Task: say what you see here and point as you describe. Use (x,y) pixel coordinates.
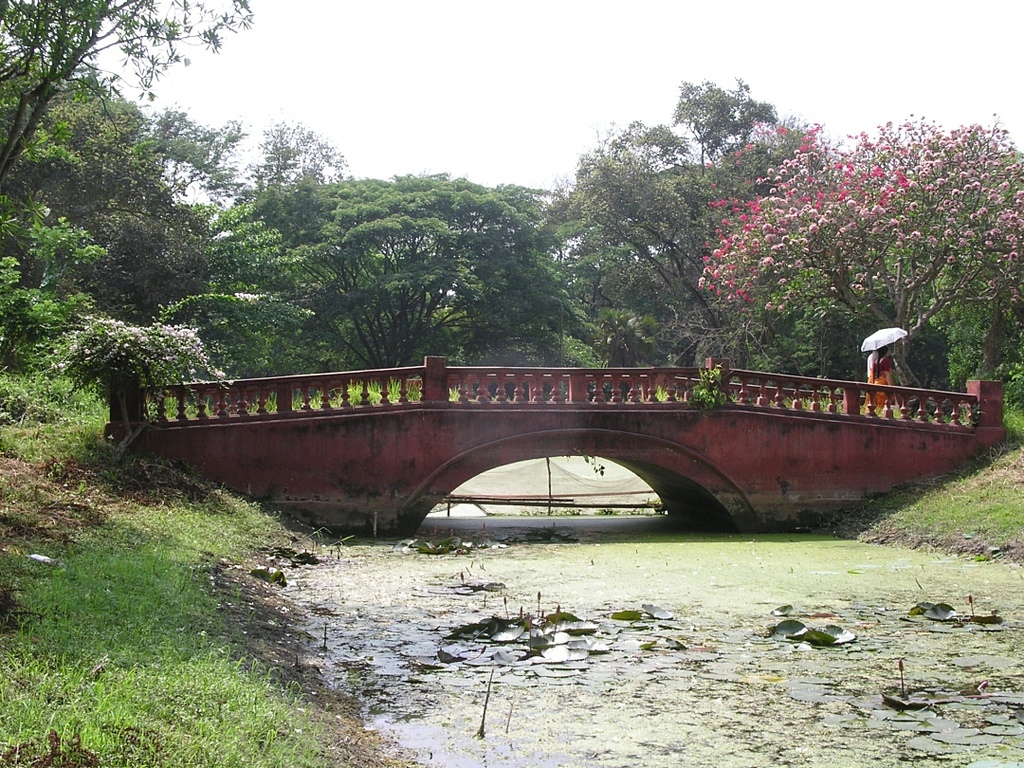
In this image we can see two persons (882,396) walking on the bridge (659,402), they are holding an umbrella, there are plants (37,293), trees (726,298), flowers (726,298), grass (390,386), also we can see the lake (641,596) and the sky (530,134).
